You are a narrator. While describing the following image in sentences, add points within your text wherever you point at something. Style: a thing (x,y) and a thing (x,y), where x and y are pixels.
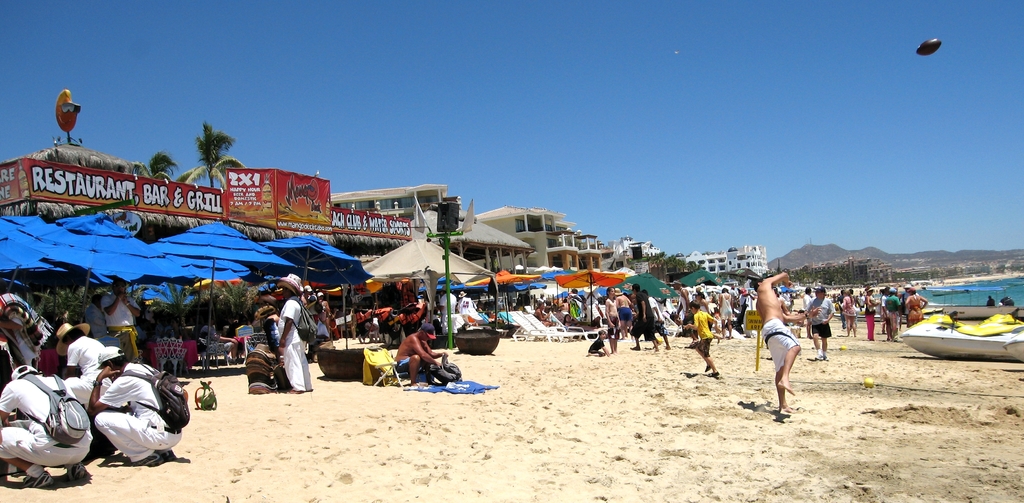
In this image there is sky (795,141), there is beach (940,279), there are people (705,317), there are umbrellas (137,255), there is a restaurant (287,209), there is sand (287,435), a person (411,348) is sitting, there are buildings (573,244), there is a boat (973,337).
